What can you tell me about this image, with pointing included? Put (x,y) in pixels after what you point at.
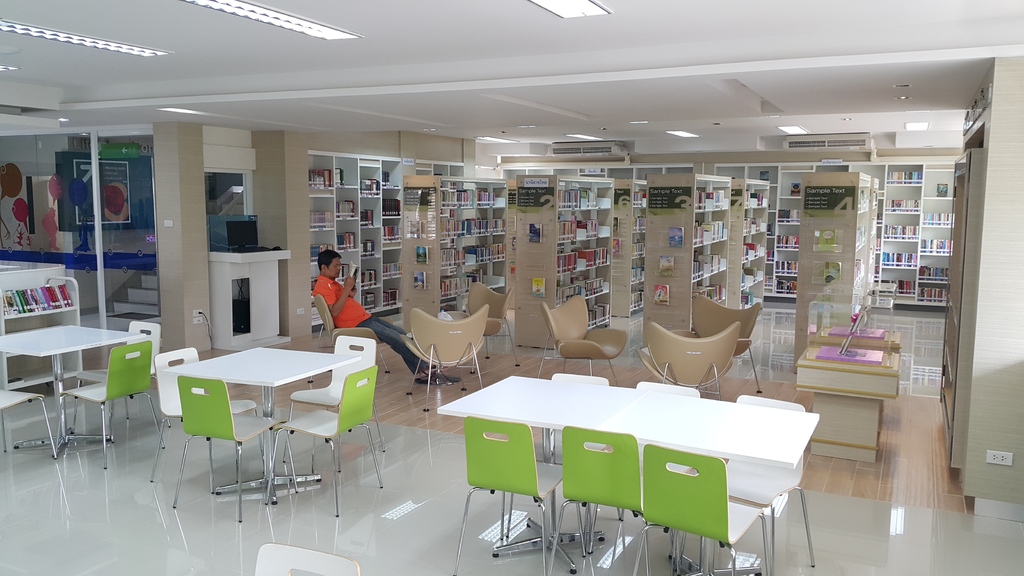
this picture shows a man (382,337) seated and looking at a phone (351,279) holding in his hand (349,278) and we see few chairs (561,476) and tables (53,355) and we see bookshelves (632,222).
